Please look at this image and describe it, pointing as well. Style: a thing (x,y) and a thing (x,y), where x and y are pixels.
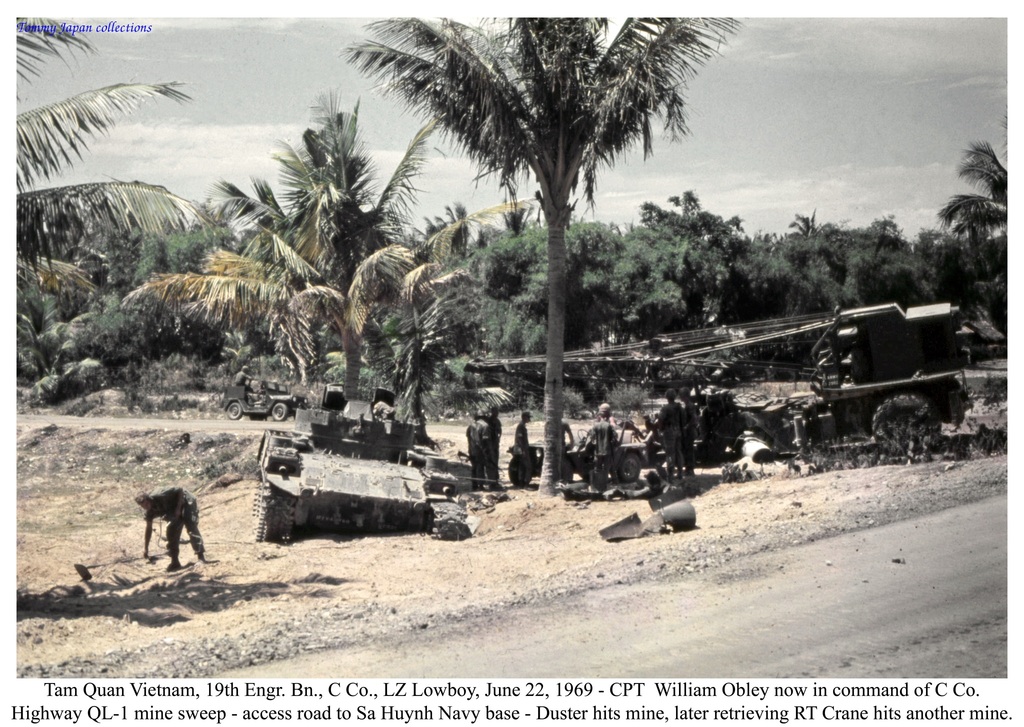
In this picture I can see a poster (413,563), where there are group of people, there are vehicles (641,371), trees (527,339), sky (312,128), there are some words (595,695) and numbers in the poster (582,619), and there is a watermark (138,27) on the image.
